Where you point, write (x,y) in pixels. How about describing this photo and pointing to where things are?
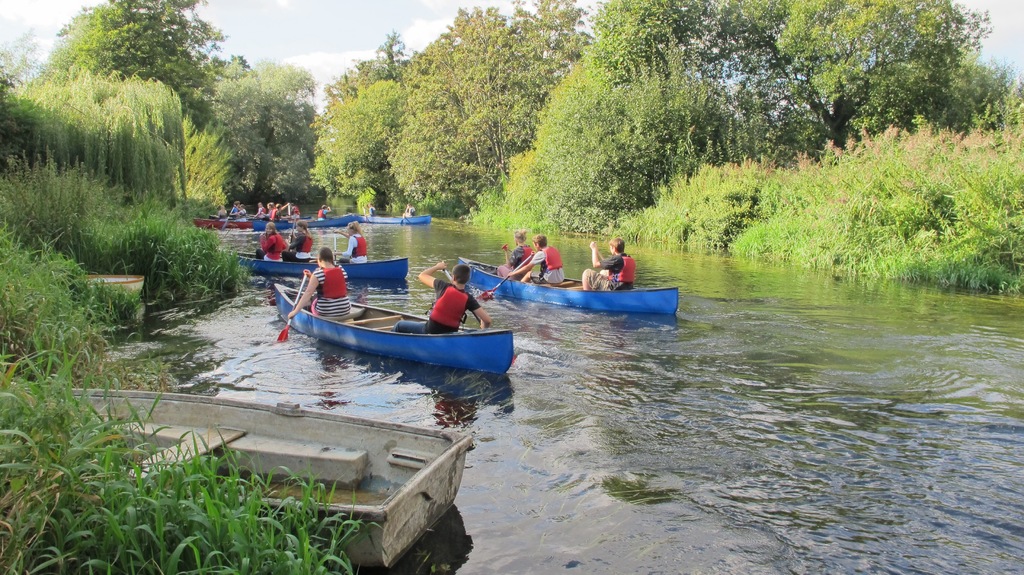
In this image we can see few people (614,280) rowing boats (385,278) on the water (602,339) and there are few plants (198,213), trees (522,102) and the sky (348,16) in the background (271,21).
